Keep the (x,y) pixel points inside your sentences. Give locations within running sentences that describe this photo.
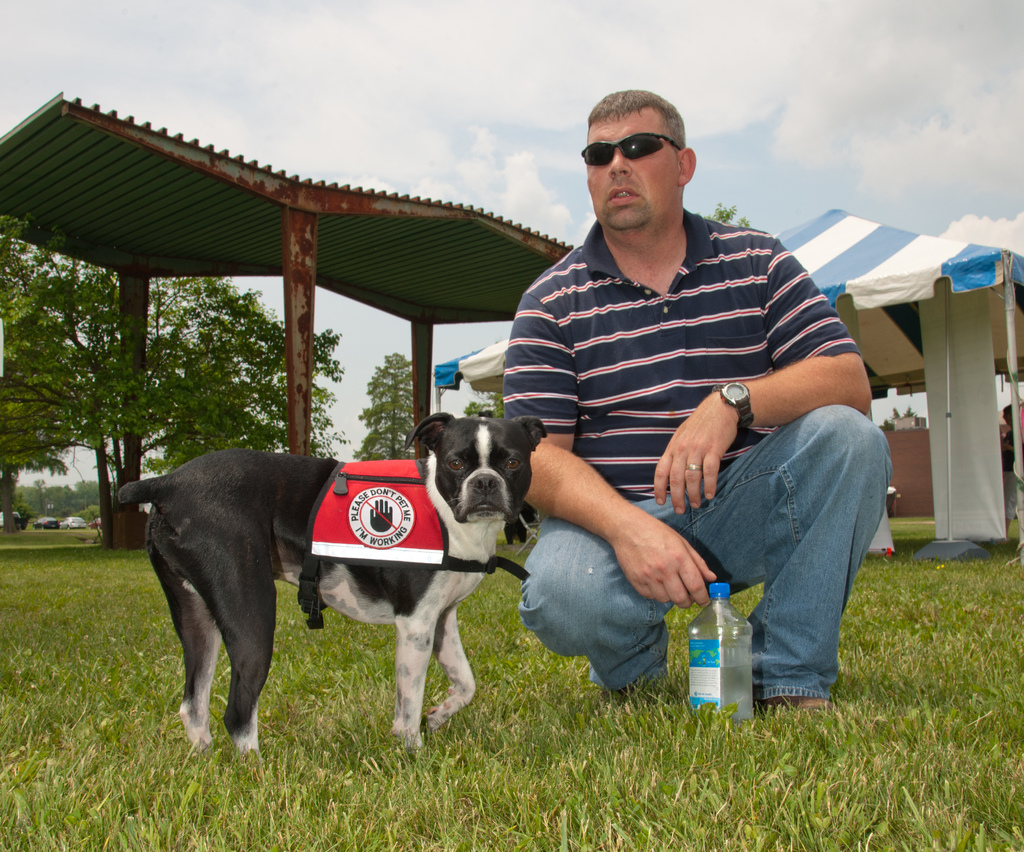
In this image i can see a man (606,353) and a dog (538,436) in front of a man (667,536) there is a bottle (698,615) at the background (350,176) i can see a shed (335,211), tree (241,315) and a sky (186,100).
